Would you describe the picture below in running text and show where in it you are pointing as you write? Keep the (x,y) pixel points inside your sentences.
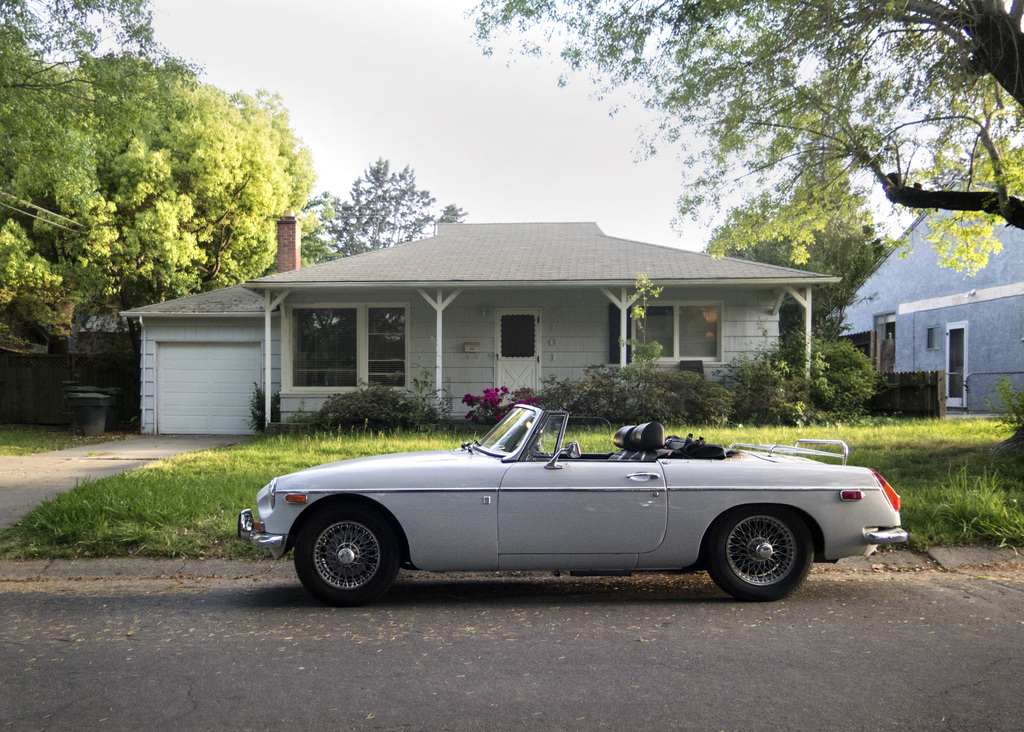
In this image I can see few buildings (939,258), windows (693,313), doors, trees (186,114), plants (769,354) and the vehicle (537,515) on the road (857,654). The sky (442,95) is in white color.
